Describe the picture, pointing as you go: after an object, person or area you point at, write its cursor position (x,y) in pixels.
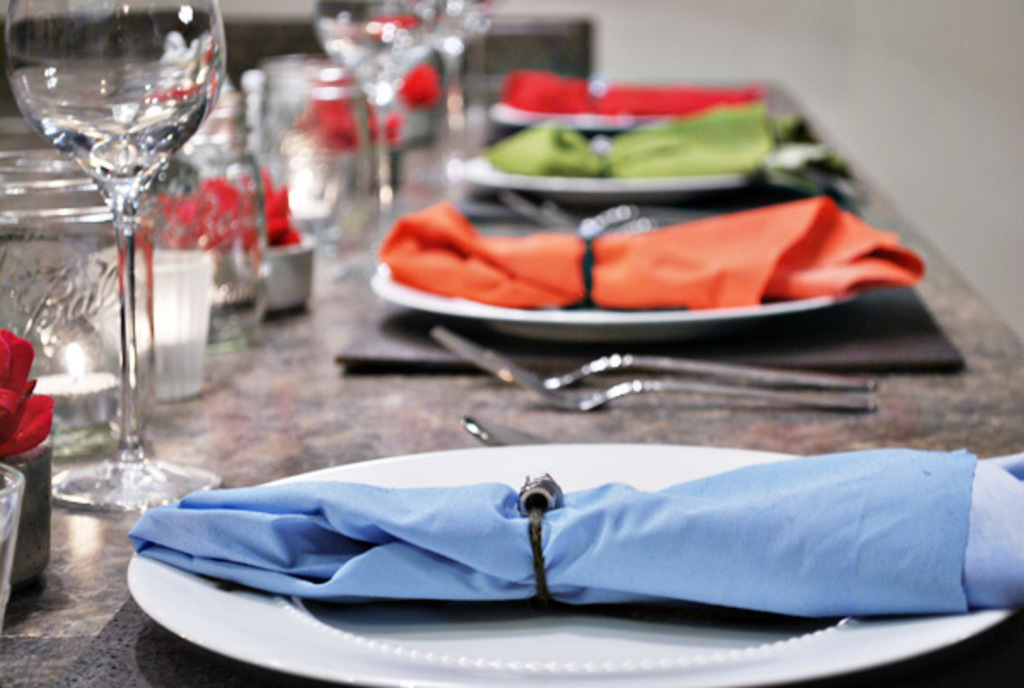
In this image, I can see glasses (292,179), fork (529,374), spoon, dining placemats (126,660), napkins (633,286) in the plates (193,617), a candle (110,380) in a jar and few other objects (49,452) on a table (771,421). There is a blurred background (728,40).
